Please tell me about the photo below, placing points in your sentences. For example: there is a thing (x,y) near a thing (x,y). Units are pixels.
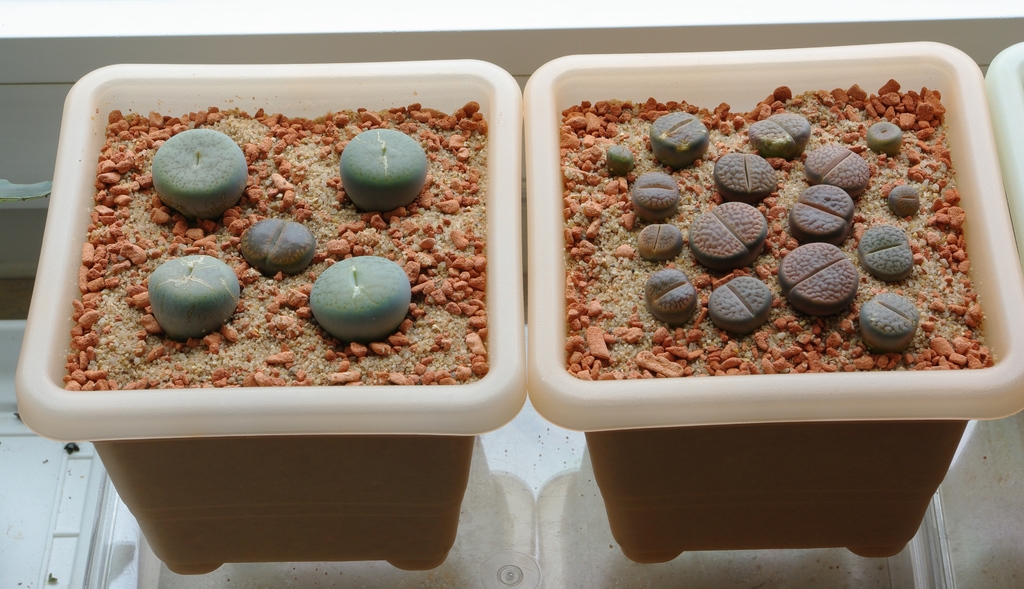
In this picture we can see sand (674,333) and few other things (643,215) in the pots (539,250).
